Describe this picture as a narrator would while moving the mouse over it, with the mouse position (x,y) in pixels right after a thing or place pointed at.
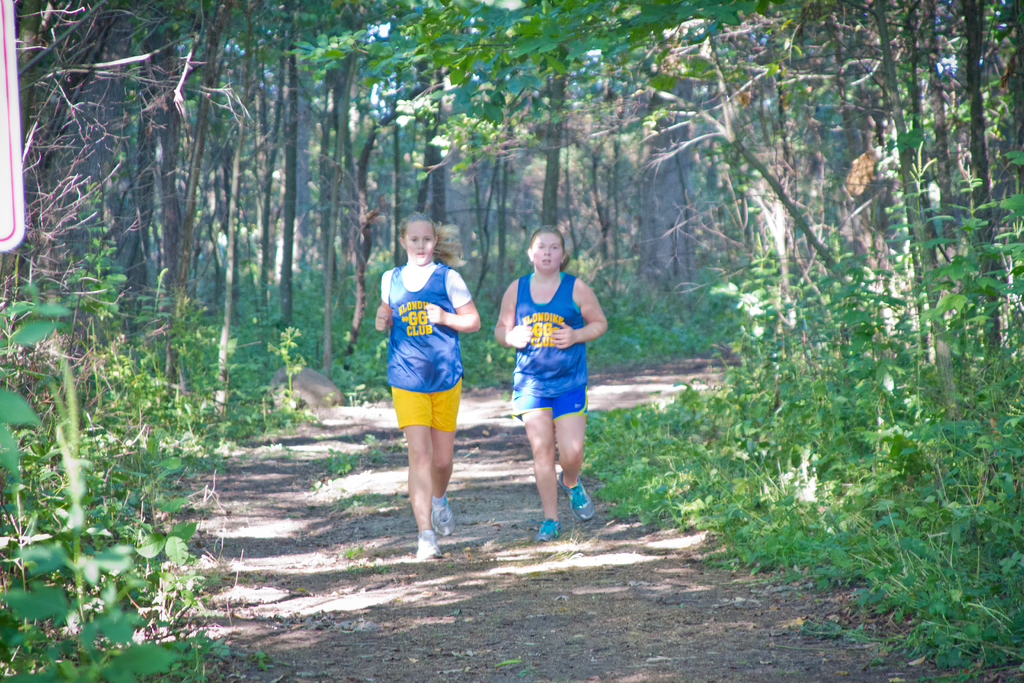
Here we can see two women (531,415) running on the ground (652,629). There are plants (722,539) and trees (716,161).
